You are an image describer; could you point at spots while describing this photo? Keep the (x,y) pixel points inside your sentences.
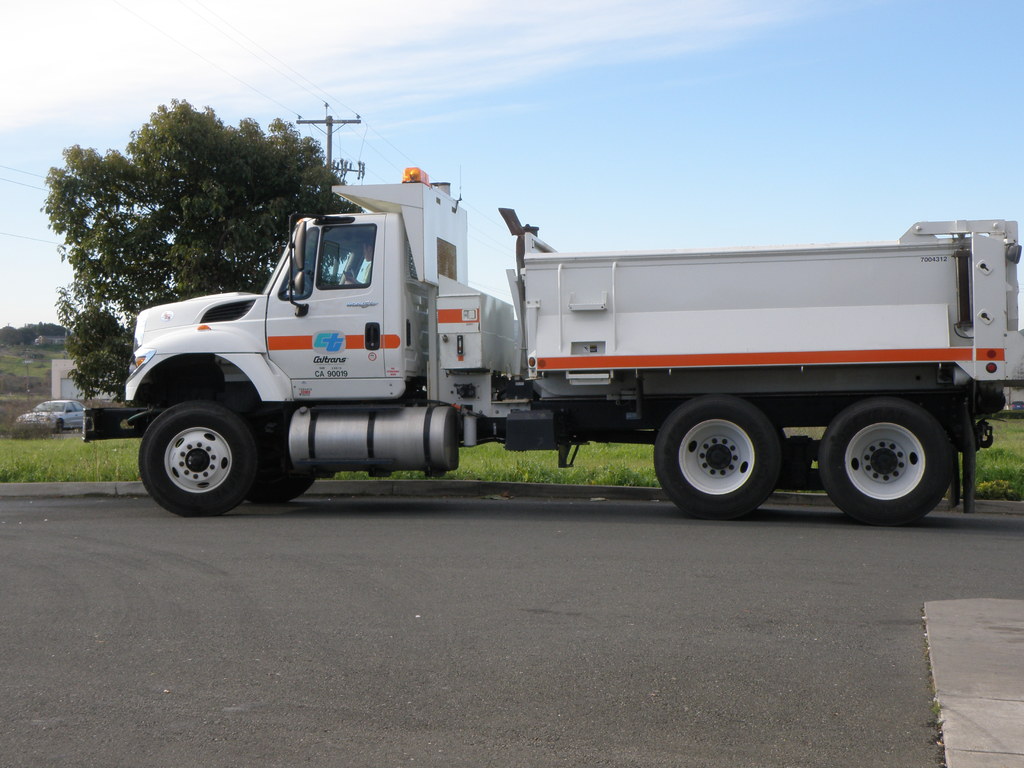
In the center of the image (356,434) we can see a truck (880,482). On the left side of the image (280,198) we can see the trees (120,303), poles (339,121), wires (365,138), house (54,372), car (68,406), plants (46,382). In the background of the image (30,352) we can see the grass (1020,434). At the bottom of the image (563,612) we can see the road (479,511). At the top of the image (608,90) we can see the clouds (477,22) are present in the sky (915,22).
